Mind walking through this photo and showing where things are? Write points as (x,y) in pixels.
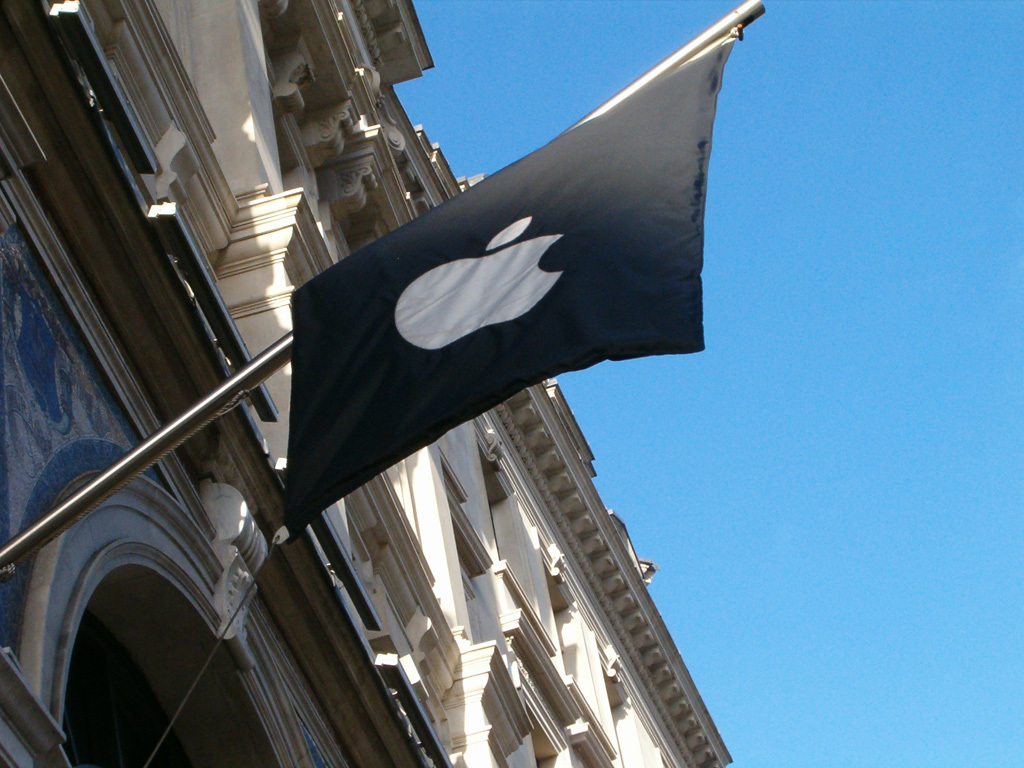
On the left side of this image (187,543) there is a building (63,452) and also I can see a black color flag (459,263) to a pole (156,449). On the right side (878,315), I can see the sky (860,589) in blue color.
